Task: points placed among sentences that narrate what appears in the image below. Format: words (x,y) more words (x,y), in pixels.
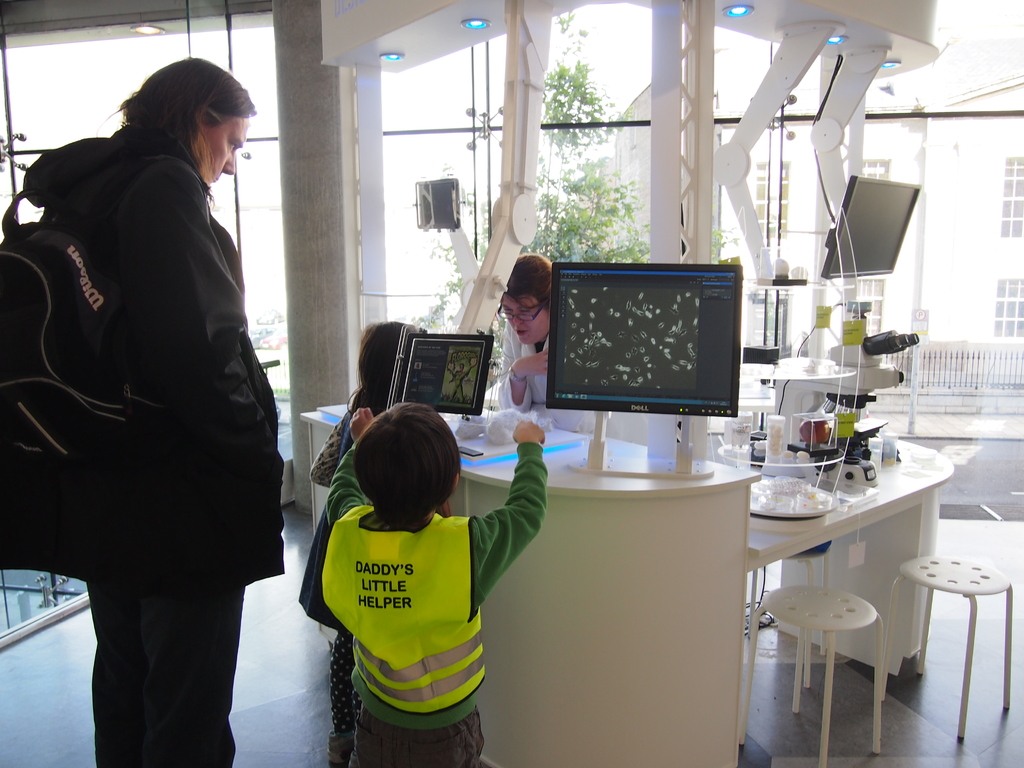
In this image I can see a person (187,321) wearing black colored dress (188,298) and black colored bag (103,354) is standing and a child (421,579) wearing green colored dress (522,527) and jacket (412,608) is standing. I can see a desk (626,473), few glass objects (778,495), a microscope (884,343), few stools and a person (530,369) wearing white colored dress (530,349) is standing on the other side of the desk (564,455). In the background (590,169) I can see the glass windows (954,228) through which I can see another building (643,147), few trees (548,232) and the sky (218,48).
